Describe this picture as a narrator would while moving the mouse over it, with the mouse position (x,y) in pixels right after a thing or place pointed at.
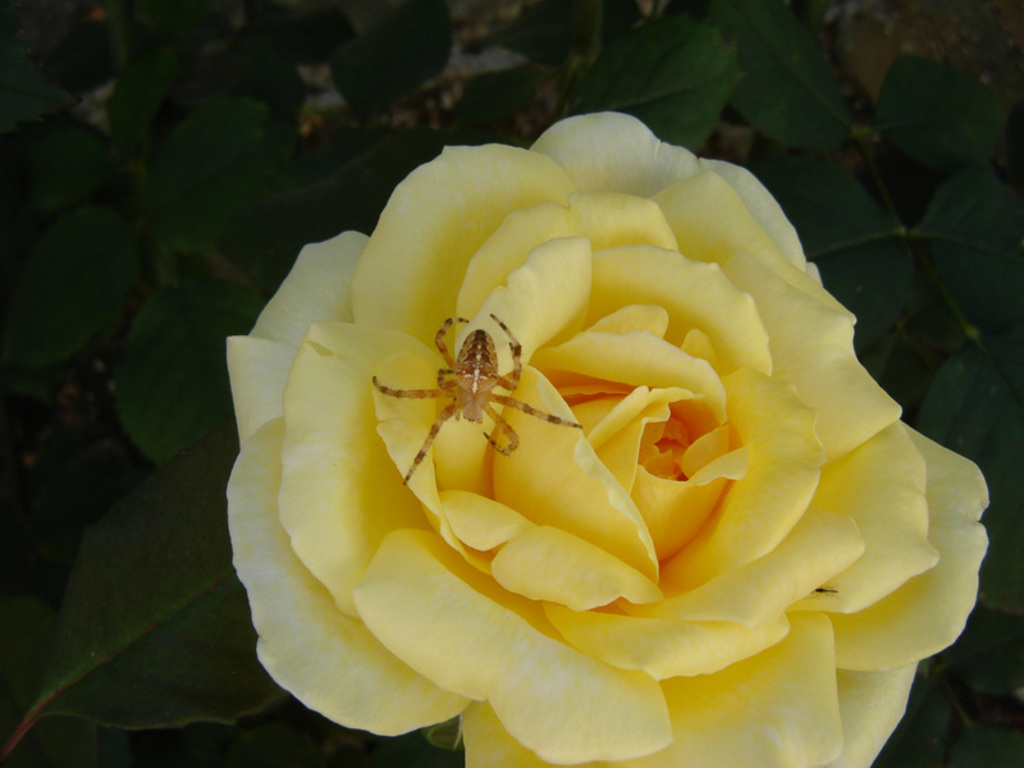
In this image we can see an insect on the rose flower (690,573).
